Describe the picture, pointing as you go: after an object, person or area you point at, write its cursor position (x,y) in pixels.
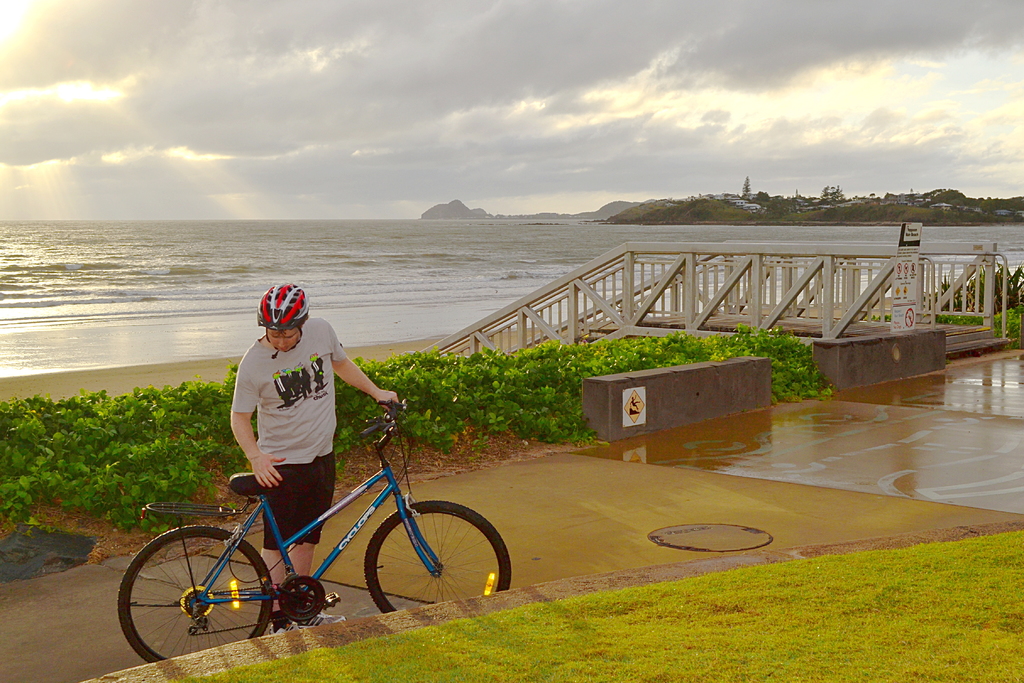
As we can see in the image there is grass (488,681), plants (655,340), stairs (686,286), water (447,253), buildings (852,204), a person (302,419) holding bicycle (376,544), sky (441,106) and clouds (489,9).
